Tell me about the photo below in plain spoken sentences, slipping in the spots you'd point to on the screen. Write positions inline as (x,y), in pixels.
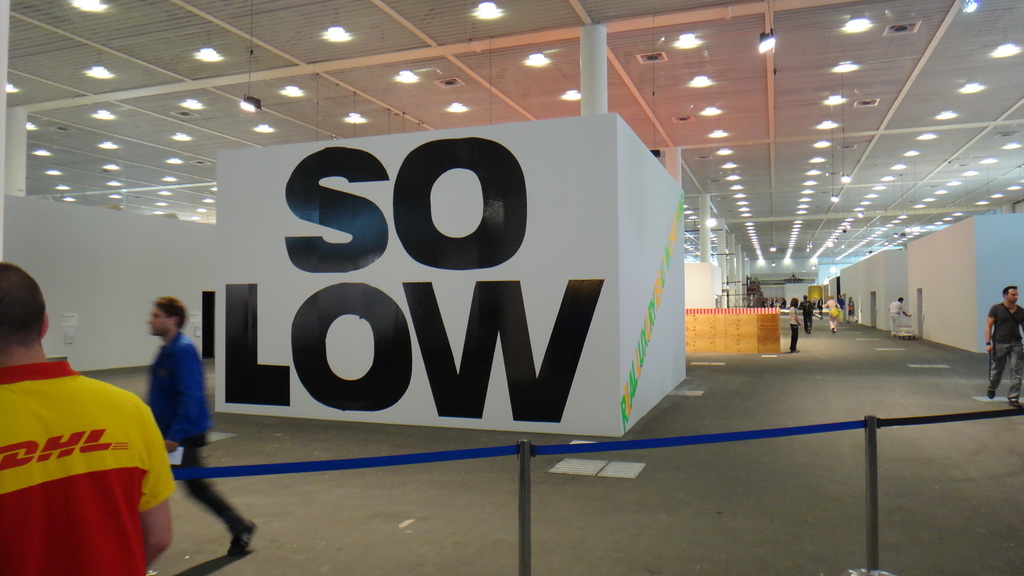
The man (148,556) in the left bottom of the picture (98,472) wearing a red and yellow T-shirt (77,475) is standing. Beside him, the man (169,405) in the blue jacket (183,425) is walking. Behind him, we see a white wall (259,287) with text (326,208) written on it as "SO LOW". Beside that, we see a white wall (651,262). There are people (992,342) walking and beside them, there are rooms (876,303). At the top of the picture (498,82), we see the ceiling (632,121) of the room (471,463).
